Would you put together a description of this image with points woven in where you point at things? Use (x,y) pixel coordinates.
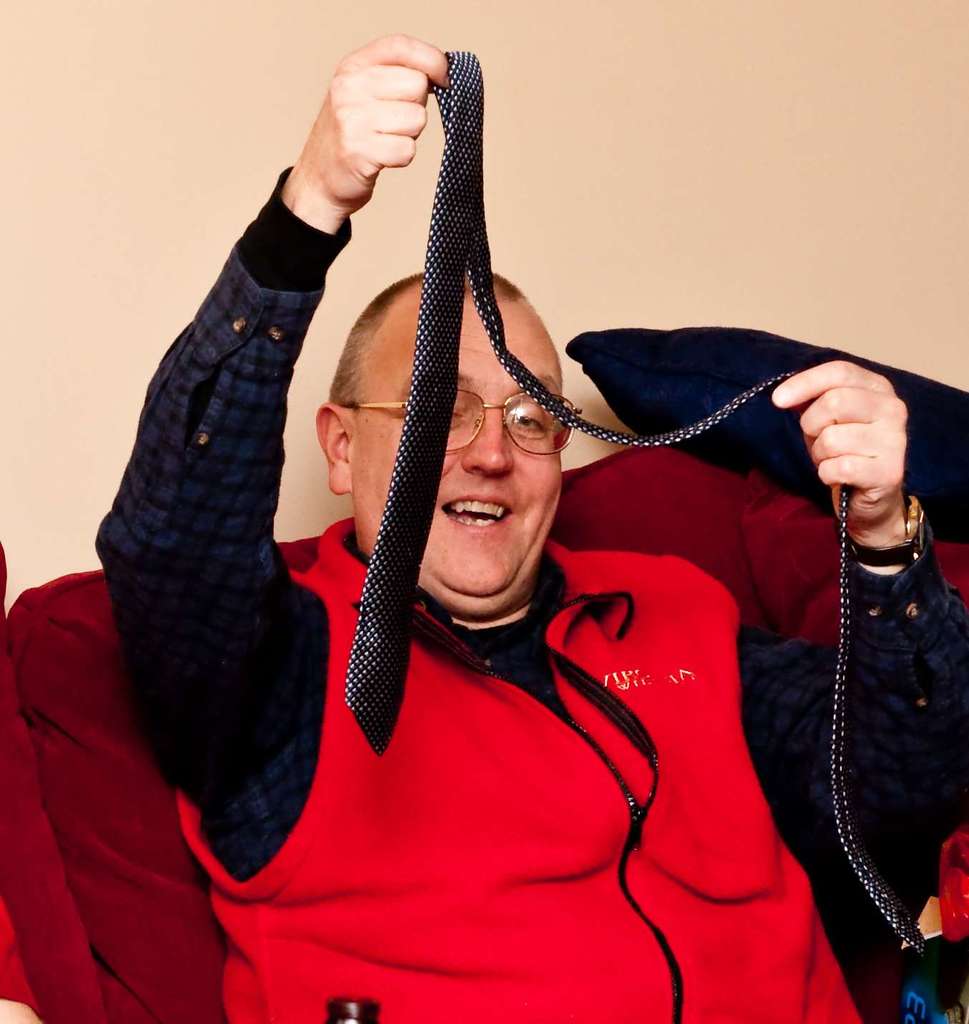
In the picture I can see a person (596,715) wearing red jacket (569,749) is sitting in a sofa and holding an object (468,152) in his hands (887,417) and there is a pillow (911,392) in the right corner (918,411).
